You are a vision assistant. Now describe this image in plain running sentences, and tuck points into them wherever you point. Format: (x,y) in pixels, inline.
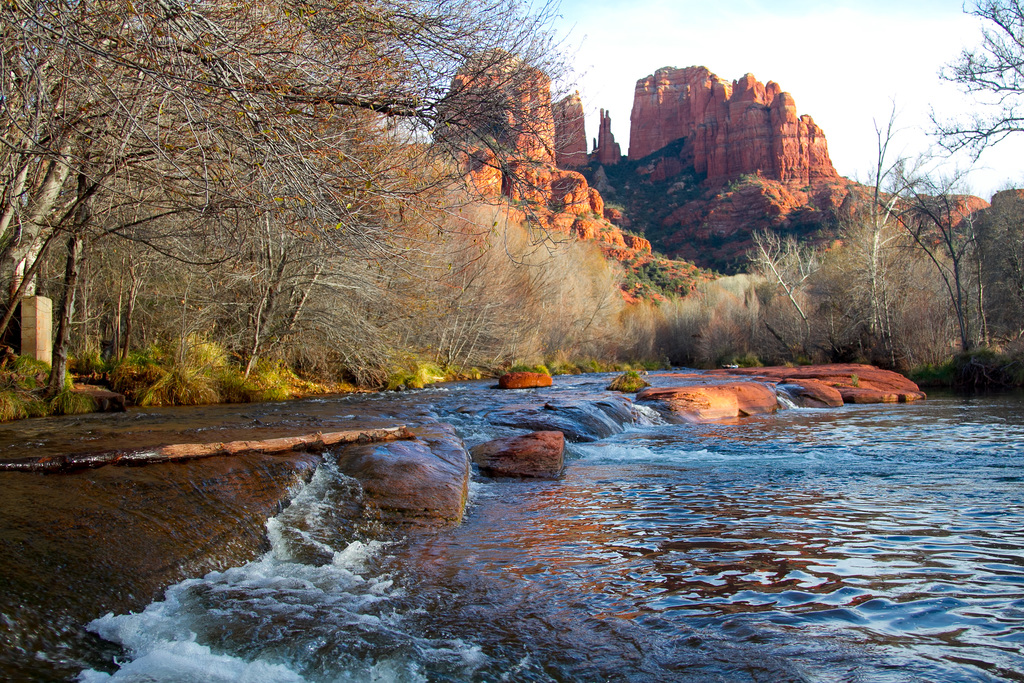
In this image, we can see the water (297,580), there are some trees (523,317) and we can see the rocks (688,141), at the top (734,18) there is a sky (746,35).
